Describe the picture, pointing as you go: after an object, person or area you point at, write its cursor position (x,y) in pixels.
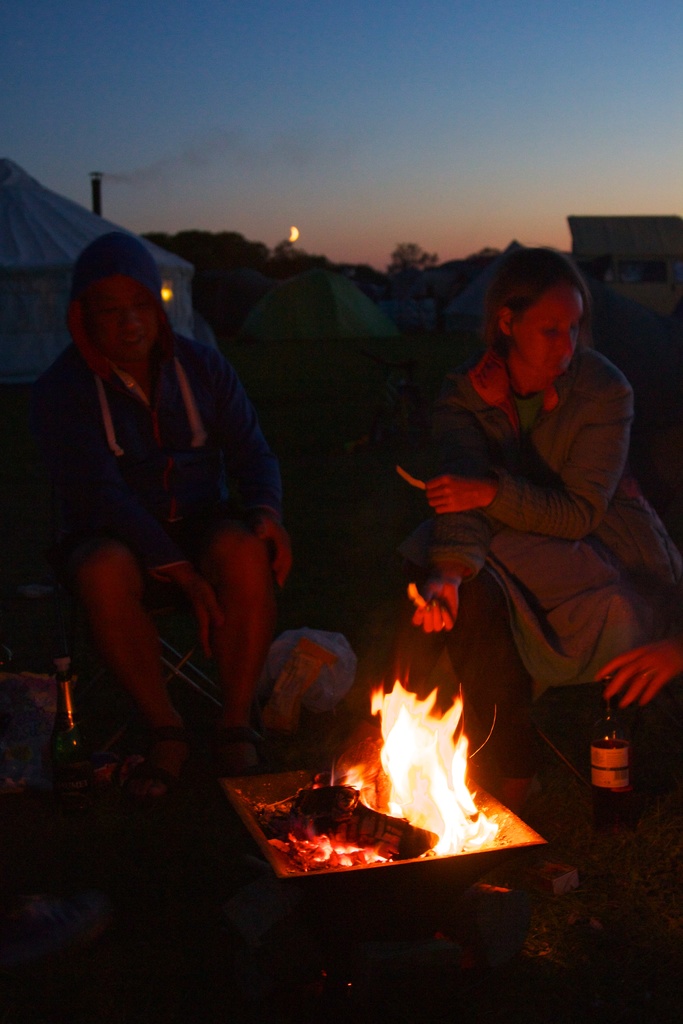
In this picture we can see few people (139,630), in front of them we can find few bottles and fire (375,782), in the background (415,325) we can see few tents (366,313) and trees (283,247).
